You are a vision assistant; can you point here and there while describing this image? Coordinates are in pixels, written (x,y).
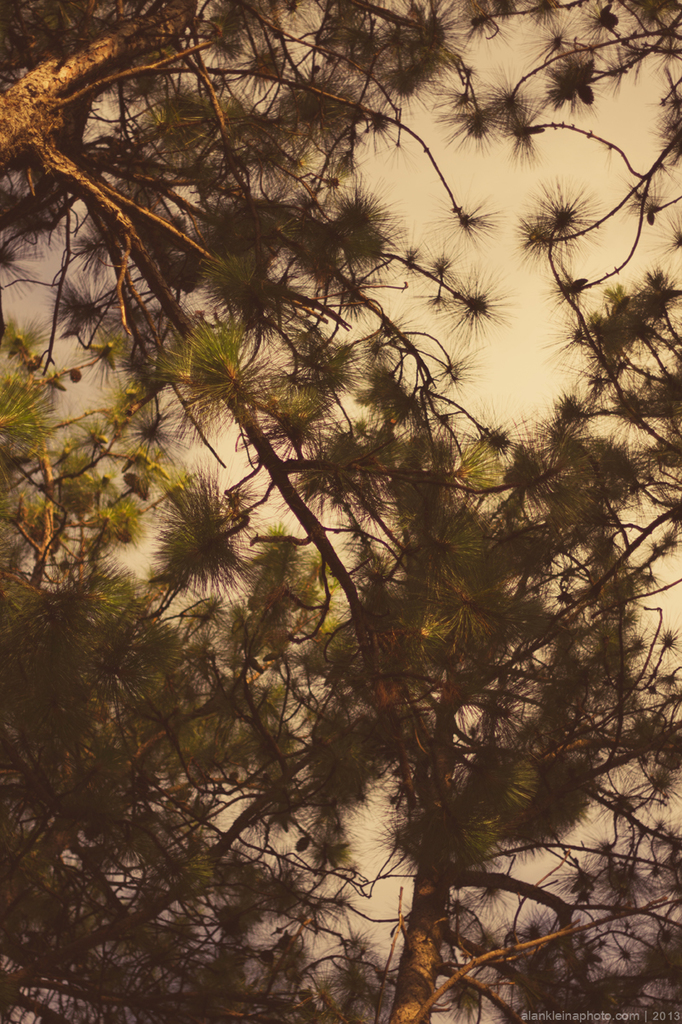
This picture shows trees (268,307) and we see a cloudy Sky (485,241).
